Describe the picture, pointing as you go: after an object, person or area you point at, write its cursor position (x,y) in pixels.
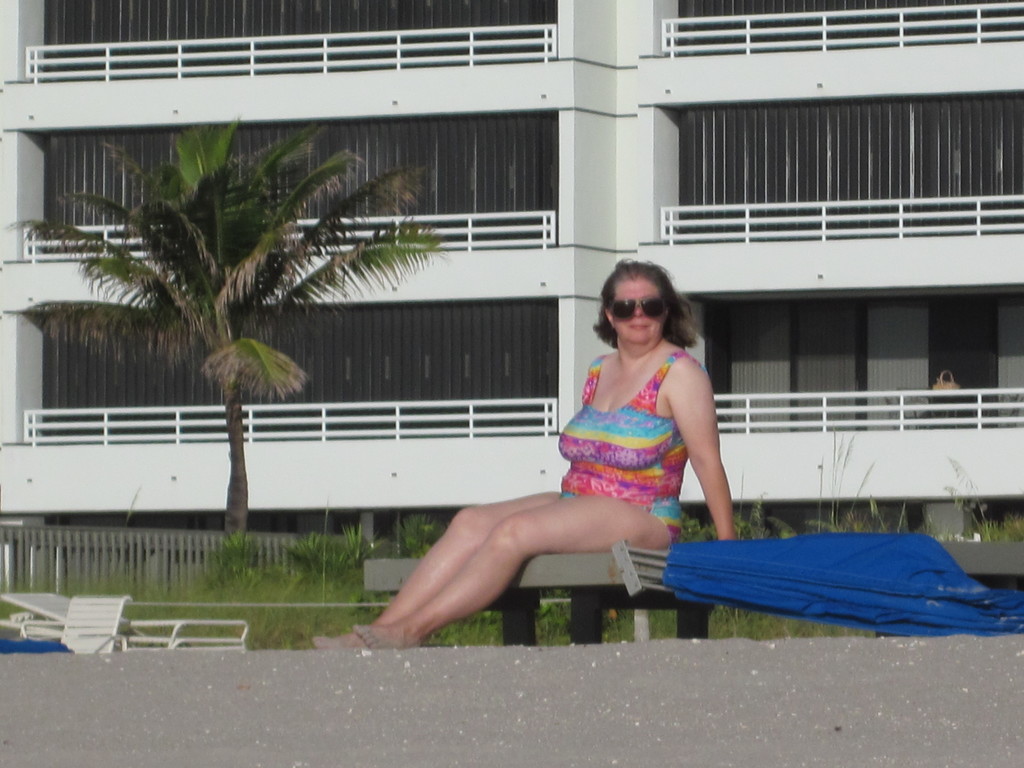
In this picture I can see there is a woman (668,535) sitting on the flat surface (589,565), she is wearing a swimsuit (596,432) and she is wearing glasses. There is a blue color object (879,588) at right side (958,593) and there are a few chairs (88,639) at left side (115,600). There is a tree (237,405), grass (271,575) and a huge building (484,138) in the backdrop (242,161).
